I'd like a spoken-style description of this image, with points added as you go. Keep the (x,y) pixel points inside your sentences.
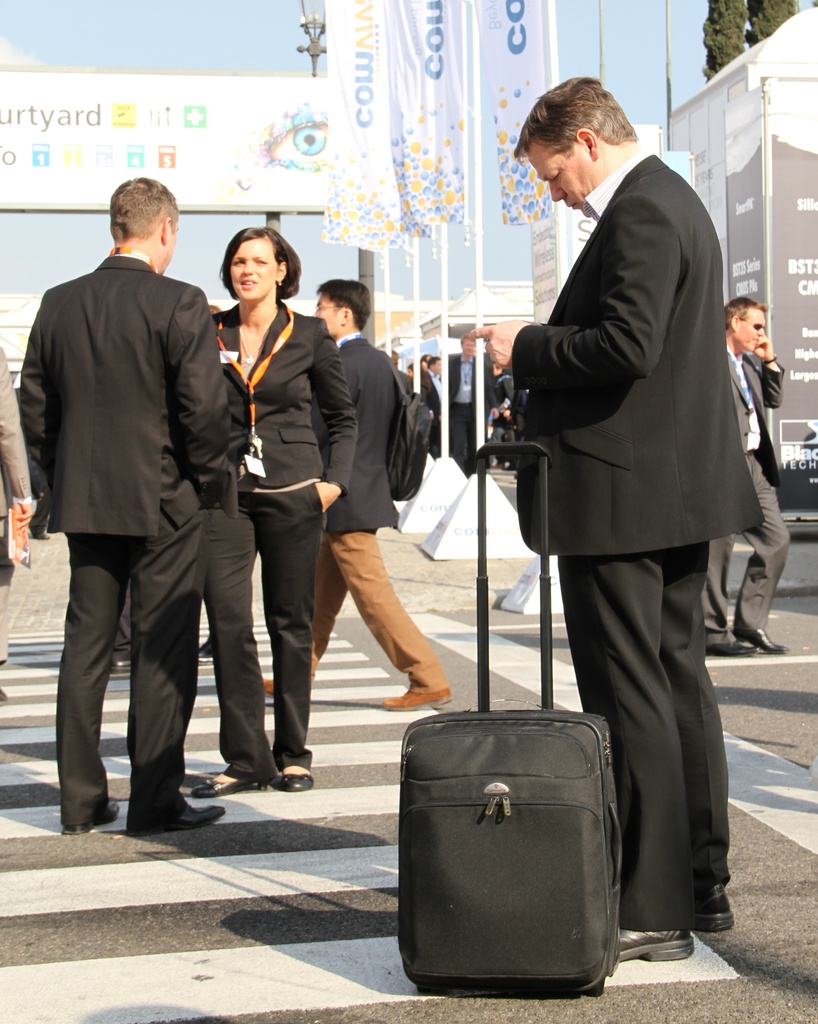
As we can see in the image there is a sky (202,10), street lamp (310,26), banner (400,112), few people (291,763) here and there and the man (643,352) who is standing on the right side (658,466) is next to a suitcase (487,659).
